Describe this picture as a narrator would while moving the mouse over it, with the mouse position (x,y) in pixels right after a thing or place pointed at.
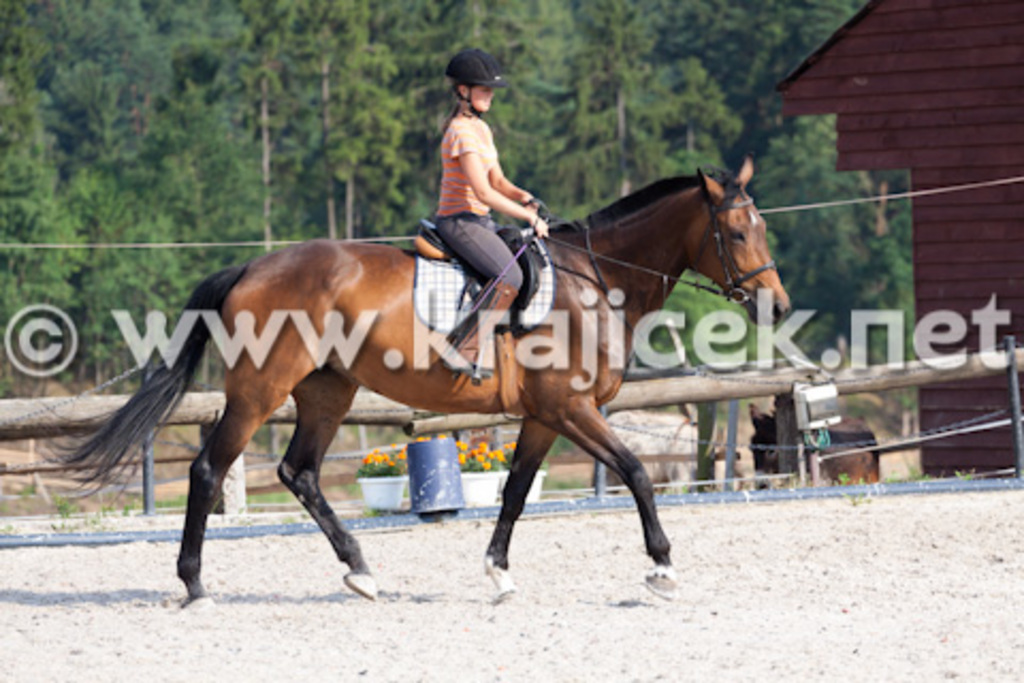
In the picture we can see a woman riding the horse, she is wearing a helmet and the horse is brown in color and behind it, we can see wooden railing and beside it, we can see the part of the wooden house (1010,253) and in the background (235,198) we can see full of trees (5,300).
